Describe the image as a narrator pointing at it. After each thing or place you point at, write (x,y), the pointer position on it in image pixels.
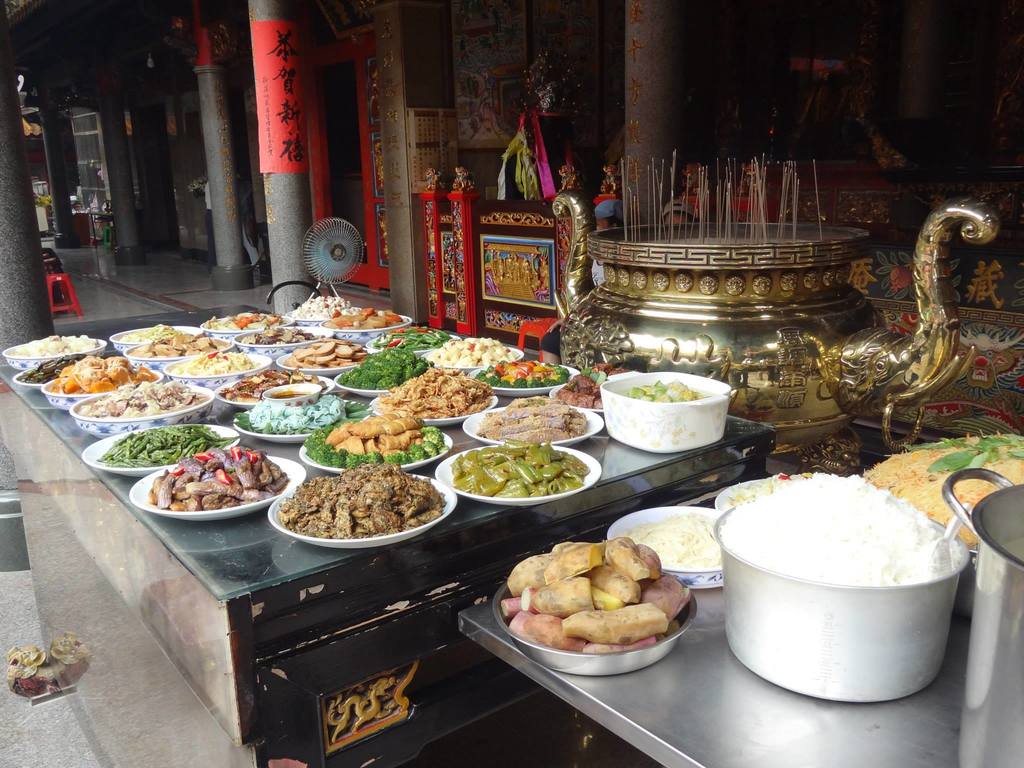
In this image, I can see the tables (362,605) with plates (394,371) and bowls (947,589), which contains different types of food items (356,359). This is a kind of an object (770,333) with the incense sticks (634,214). I think this is the portable fan (333,274). In the background (59,281), I can see a stool (74,293). These are the pillars (224,209). I can see a frame (485,235) and few objects (513,215).
